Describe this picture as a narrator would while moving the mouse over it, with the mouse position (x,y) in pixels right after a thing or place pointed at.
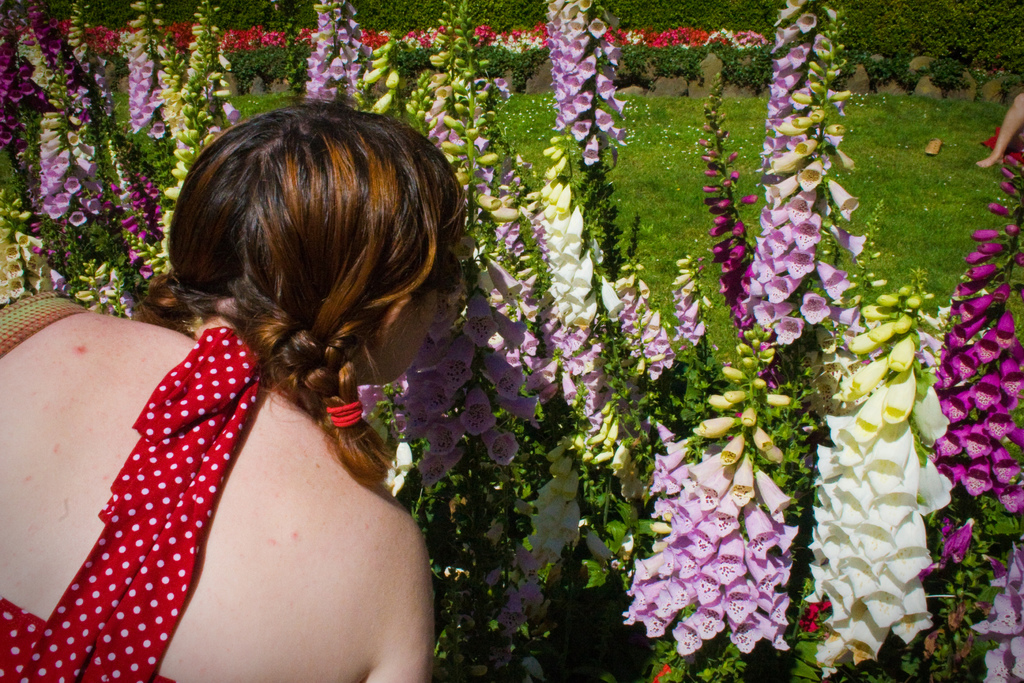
In this image we can see there are plants (612,301) and flowers (582,289). And there is the person (220,444) near the flowers (554,301). At the back (901,150) we can see the person's leg (1018,120) and grass (970,140).
